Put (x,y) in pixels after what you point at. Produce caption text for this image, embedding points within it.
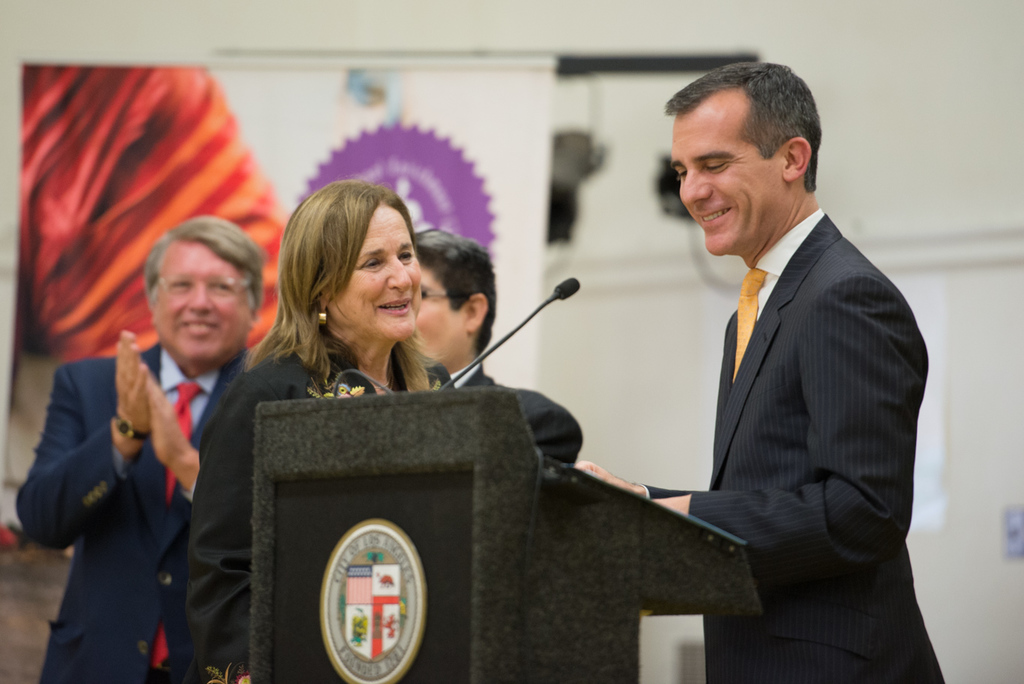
In this image we can see a man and a woman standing beside a speaker stand (571,511) containing a mic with a stand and an emblem (363,576) on it. On the backside (556,410) we can see two men (460,368) standing, a board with some pictures (78,168) on it and a wall (718,383).
